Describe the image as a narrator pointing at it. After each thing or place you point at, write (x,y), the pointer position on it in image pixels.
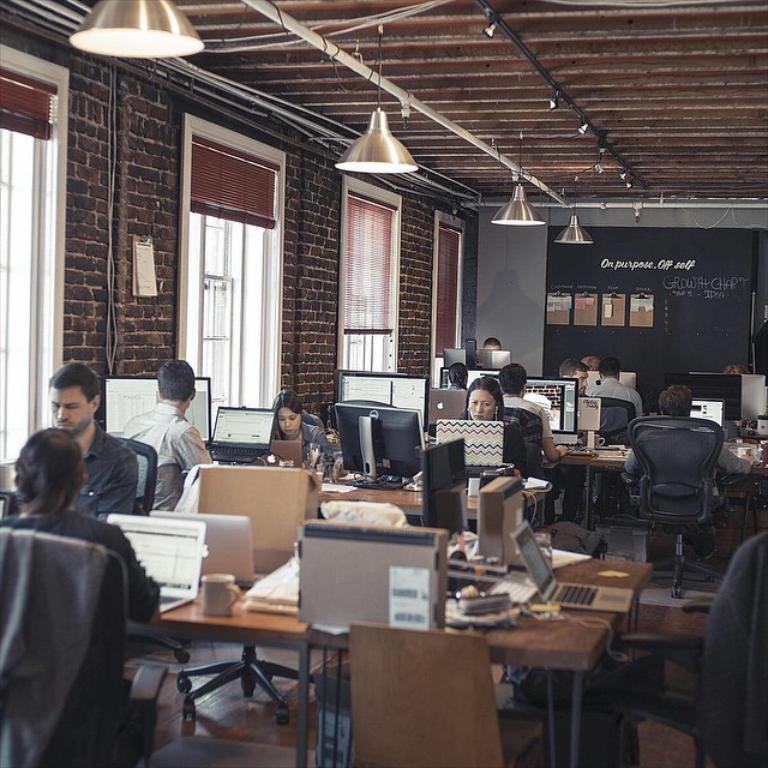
The photo is taken inside a office room (641,520). There are many chairs (618,652) and tables (244,597). Many people (115,503) are sitting on chairs (521,420). On the table (568,626) there are laptop (533,565), mug (219,592) paper (463,618) and few other things (326,543). On the left top (32,236) there are many windows (235,257). On the back (693,326) there is wall (511,266). There are some notice board (640,314) on the wall (572,331). On the top (104,52) some lights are there hanged from the roof (434,164).
